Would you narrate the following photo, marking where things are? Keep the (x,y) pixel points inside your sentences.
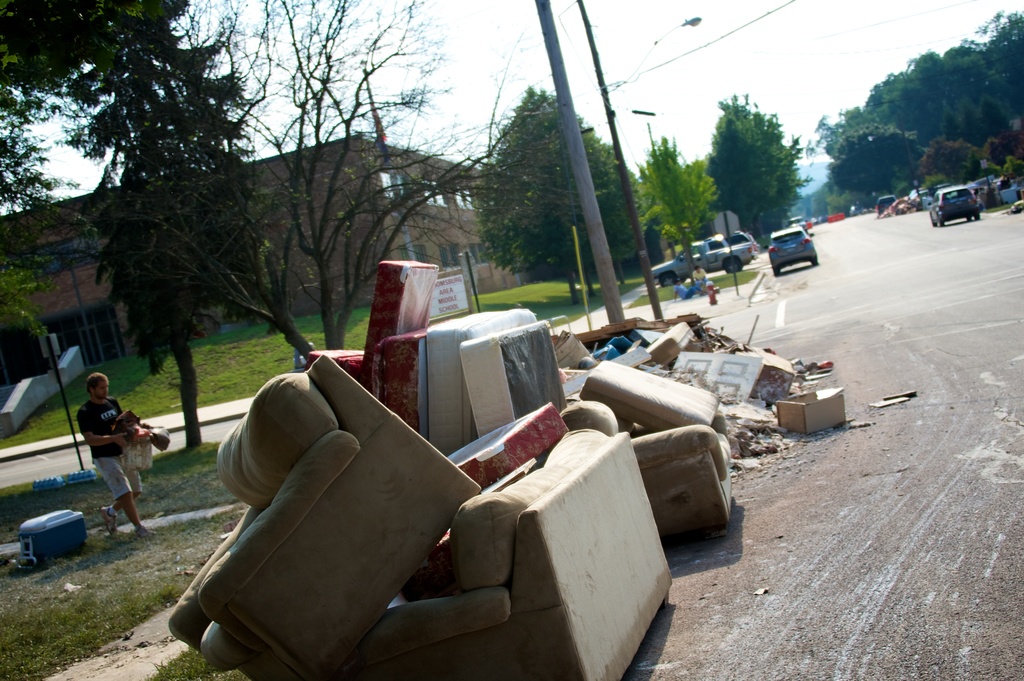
In this image on the left (107,441), there is a man (103,437), he wears a t shirt (96,424), shorts (127,471), he is walking. In the middle (648,420) there are many chairs (438,493), beds (477,453), boxes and some other items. In the background (602,286) there are cars (780,238), trees (766,218), electric poles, street lights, buildings (331,225), grass (258,341) and sky (857,5).
